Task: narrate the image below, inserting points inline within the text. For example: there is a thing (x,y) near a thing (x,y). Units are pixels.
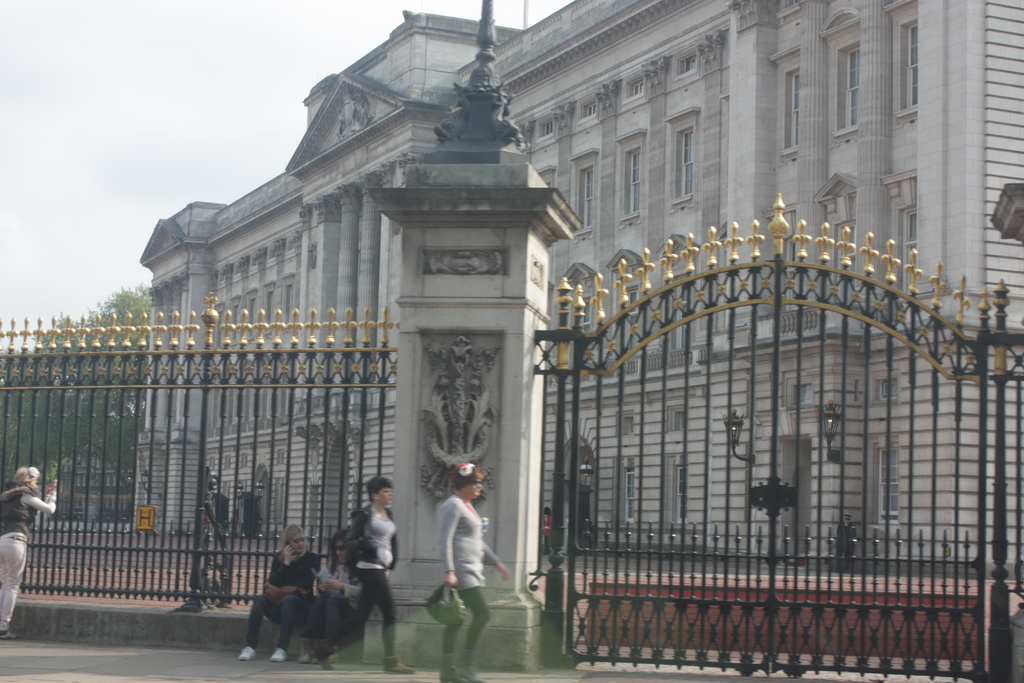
In this image we can see buildings (780,56), pillars (501,385), statues (464,116), persons (288,626) sitting on the pavement (140,623), persons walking on the road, sign boards (150,519), street lights (469,130), gates (559,466) and sky (343,39).
